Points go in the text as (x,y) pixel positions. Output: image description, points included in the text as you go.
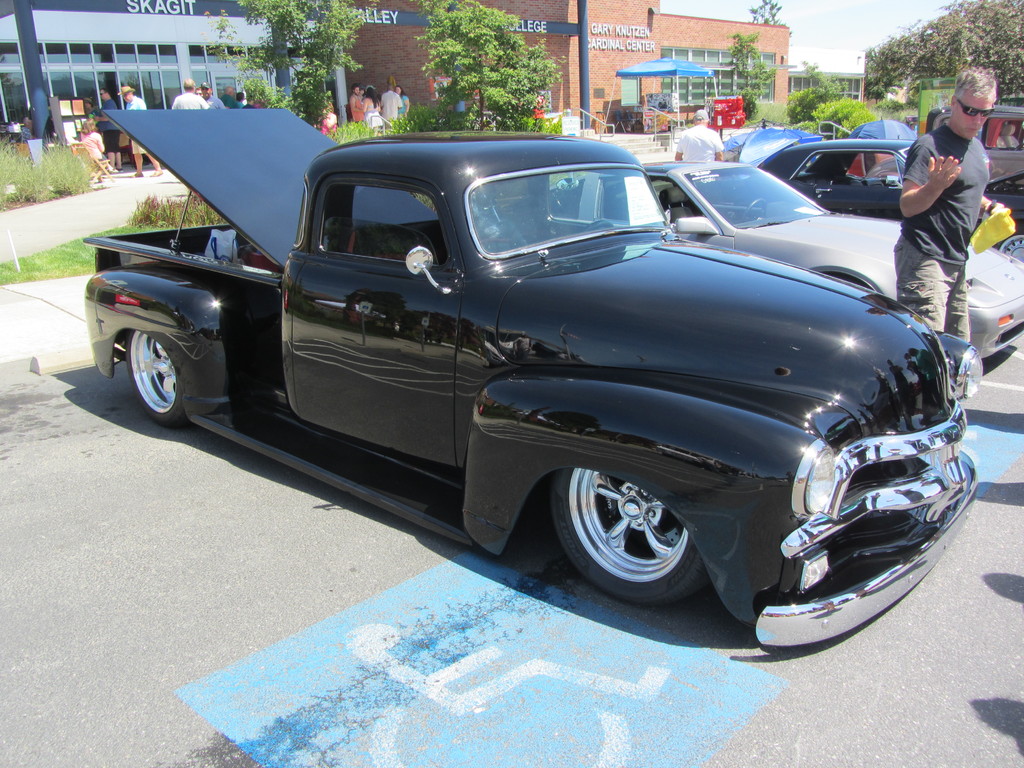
In this picture we can see vehicles (766,449) on the road (381,697), plants (20,178), trees (761,82), buildings (129,47), name boards (195,11), poles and some objects (678,100) and a group of people (940,180) standing and in the background (847,28) we can see the sky (823,36).
